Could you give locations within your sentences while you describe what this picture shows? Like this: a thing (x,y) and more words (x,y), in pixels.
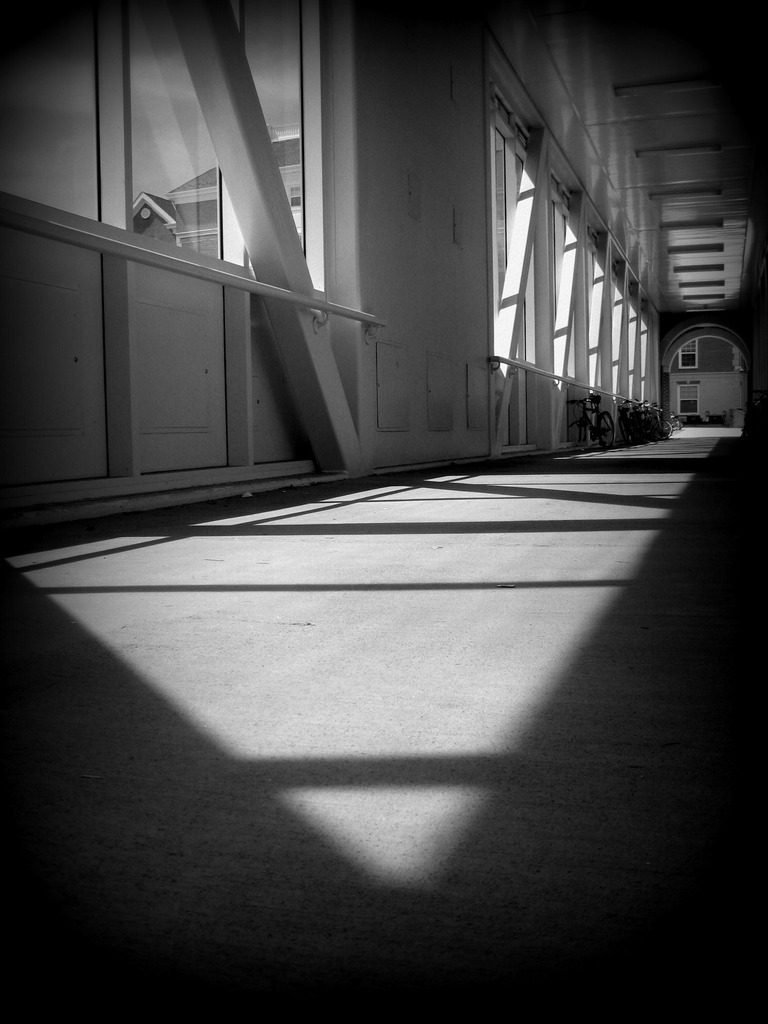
This is a black and white image. In this image there is a corridor (489,275). On the sides there are windows (553,294). Also there are rods (571,301). And there are many vehicles (603,419). In the back (664,364) there is an arch (679,341).
